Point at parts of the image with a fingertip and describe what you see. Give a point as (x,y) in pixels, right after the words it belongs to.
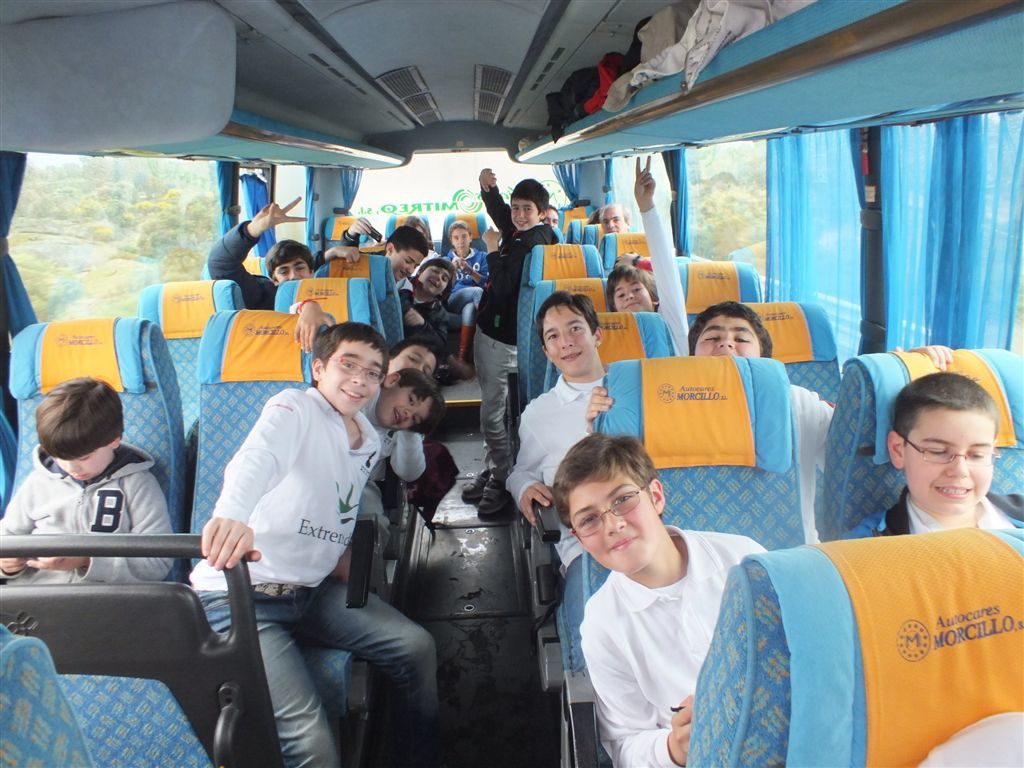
In this image there are group of persons (422,364) sitting on a seat (692,484) inside the bus (403,78). On the right side of the bus (884,297) there are blue colour curtains (848,249) and on the left side of the bus (142,257), outside of the window (107,244) there are trees (146,243).
